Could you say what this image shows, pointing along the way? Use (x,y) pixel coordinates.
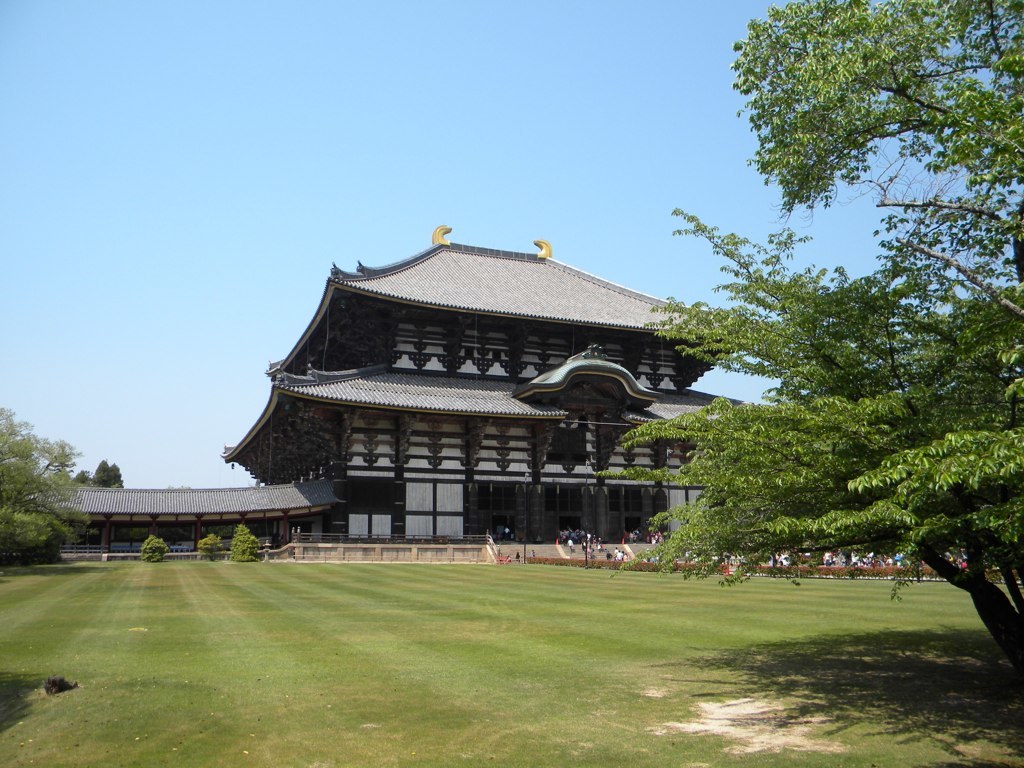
Sky (356,106) is in blue color. Here we can see a building (415,426). In-front of this building (411,439) there are trees (754,555), people (592,542) and grass (345,656).
